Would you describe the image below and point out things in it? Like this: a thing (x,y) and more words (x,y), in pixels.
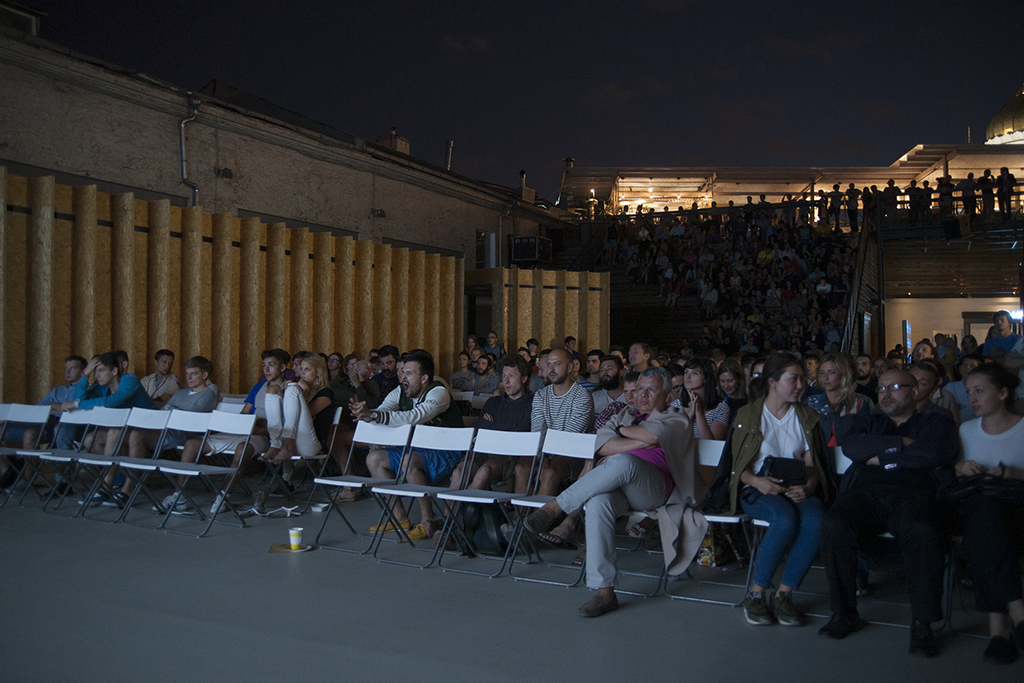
In this image we can see a group of people (864,518) sitting on chairs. On the right side of the image (873,202) we can see some people (1011,190) standing, we can also see some lights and a shed (904,184). In the left side of the image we can see a glass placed on the surface (330,553) and some pipes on the wall (484,214). In the center of the image (557,302) we can see a container (559,315). At the top of the image (632,53) we can see the sky (567,62).
